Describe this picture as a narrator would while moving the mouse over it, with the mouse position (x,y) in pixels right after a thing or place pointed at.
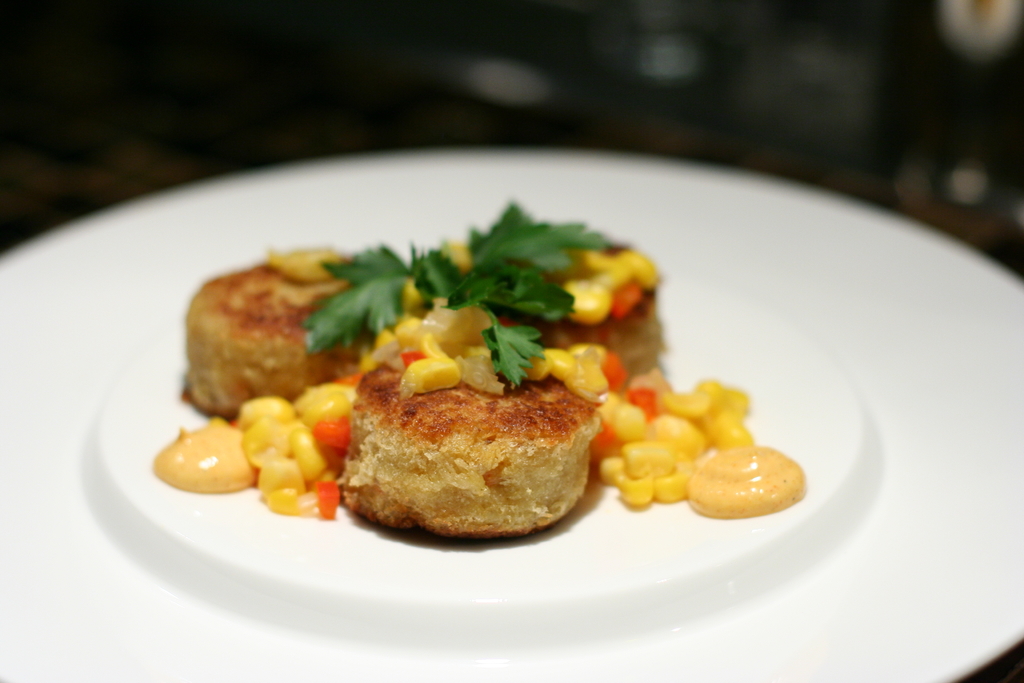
There are leaves (532,255) on the cakes (432,449) which are on the white color plate (774,589), on which there are seeds (659,422) and cream (745,474). And the background (921,76) is dark in color.
